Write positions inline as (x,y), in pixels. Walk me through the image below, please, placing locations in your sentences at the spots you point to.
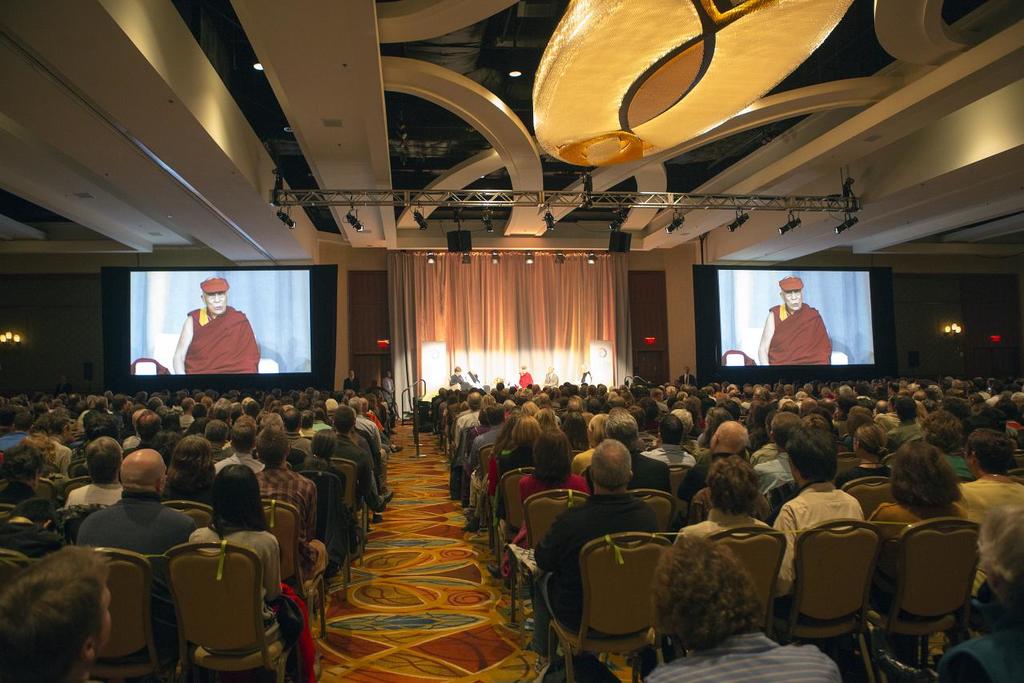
This image is clicked in auditorium (612,363). There are two screens (761,277) one is on the right side (747,306) and the other one is on the left side (238,322). There are lights (281,216) on the top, there is curtain (548,306) in the middle (486,356), there are so many chairs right side and left side (204,548), there are so many people (608,493) sitting on that chairs (231,628).
